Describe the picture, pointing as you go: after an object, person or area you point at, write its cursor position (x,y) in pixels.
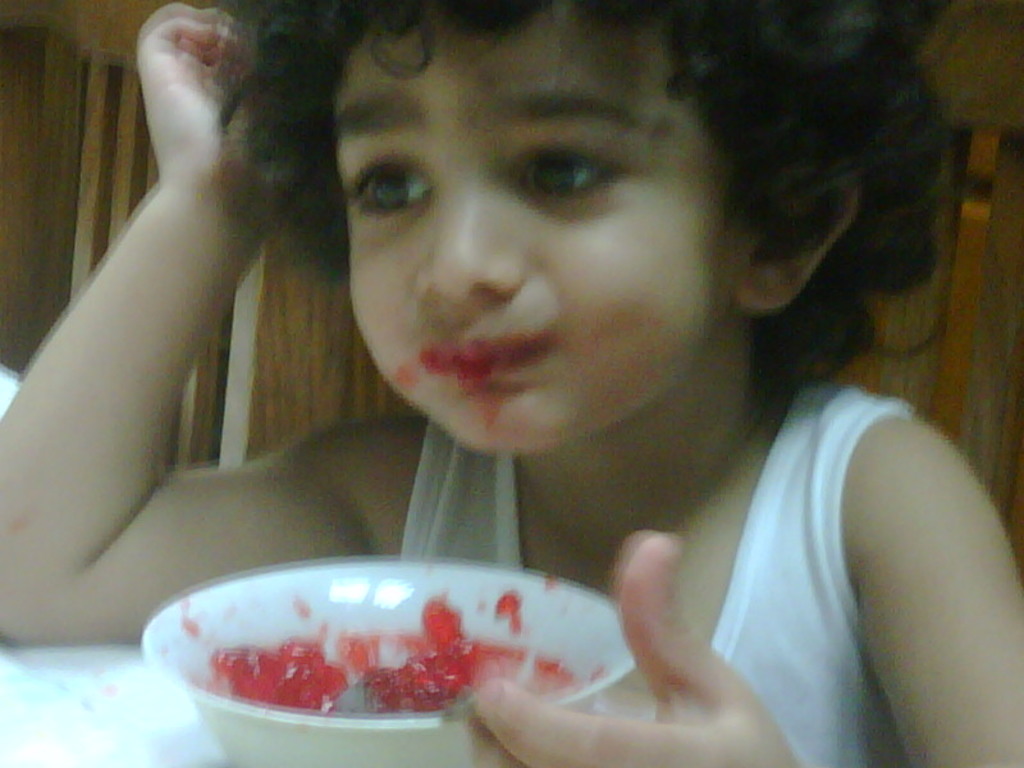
In this image, there is a kid (887,594) sitting and eating jam (244,683), there is a white color bowl (164,662) in that bowl (309,616) there is a red color jam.
